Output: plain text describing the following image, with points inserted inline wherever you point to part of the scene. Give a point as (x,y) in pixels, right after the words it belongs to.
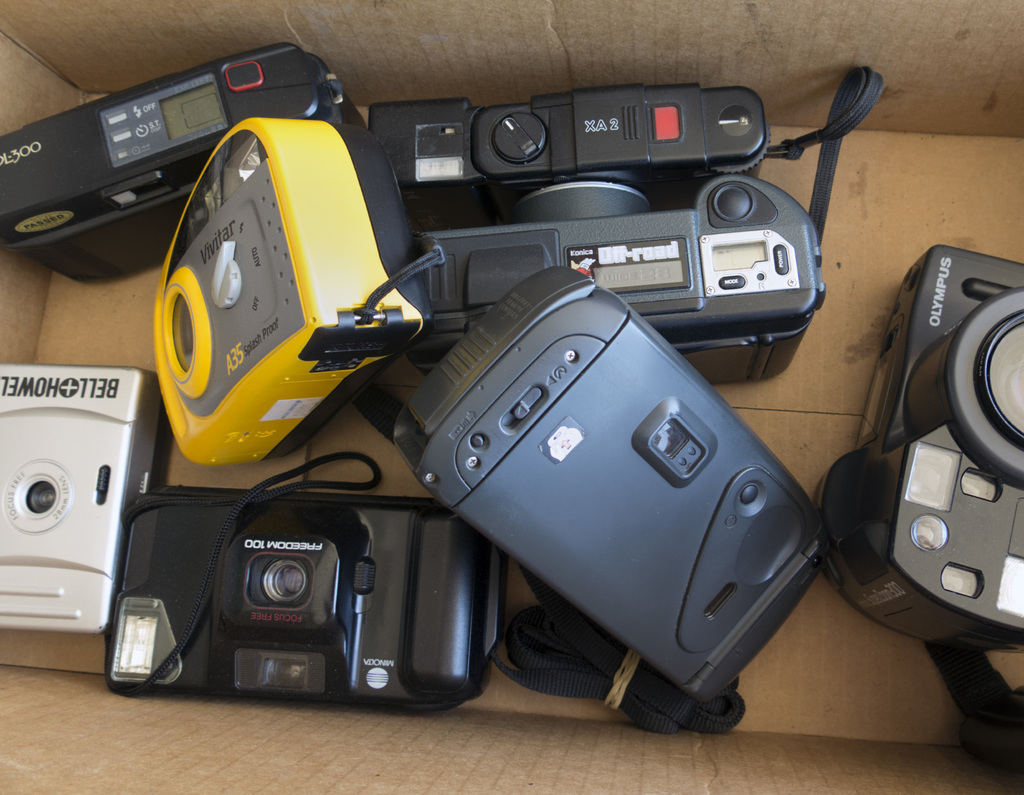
In this image, I can see the different models of the camera (115,153), which are kept in the cardboard box (900,102). This camera (270,302) looks yellow in color.
